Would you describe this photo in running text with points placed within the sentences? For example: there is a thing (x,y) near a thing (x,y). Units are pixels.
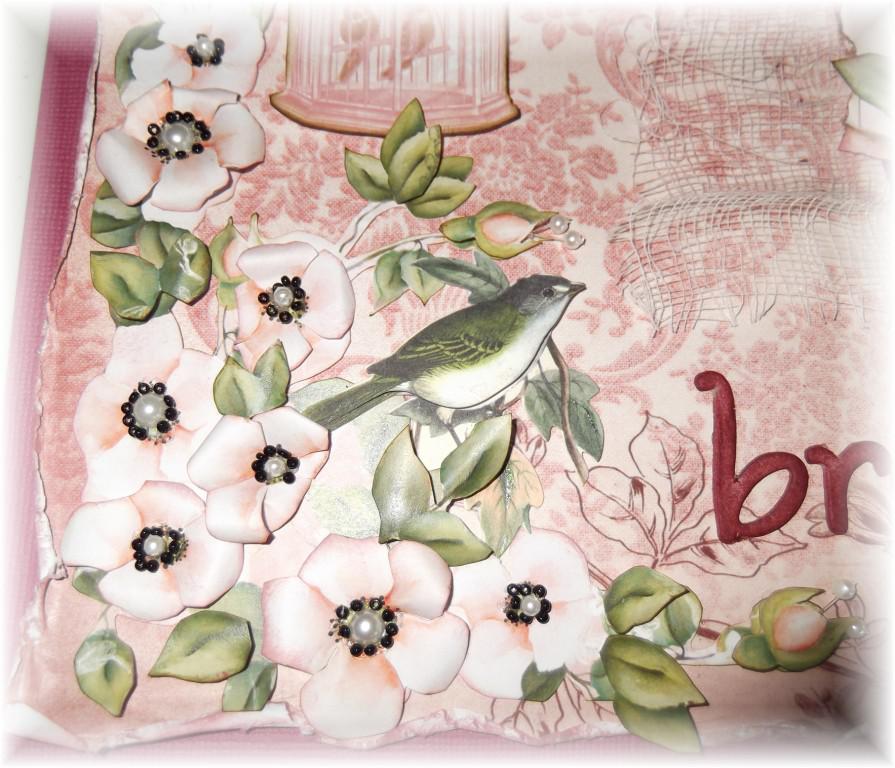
In this image we can see flowers (168,151), leaves (419,172), bird (372,409), mesh (640,313), object (348,112) and a text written on a platform (367,472).
